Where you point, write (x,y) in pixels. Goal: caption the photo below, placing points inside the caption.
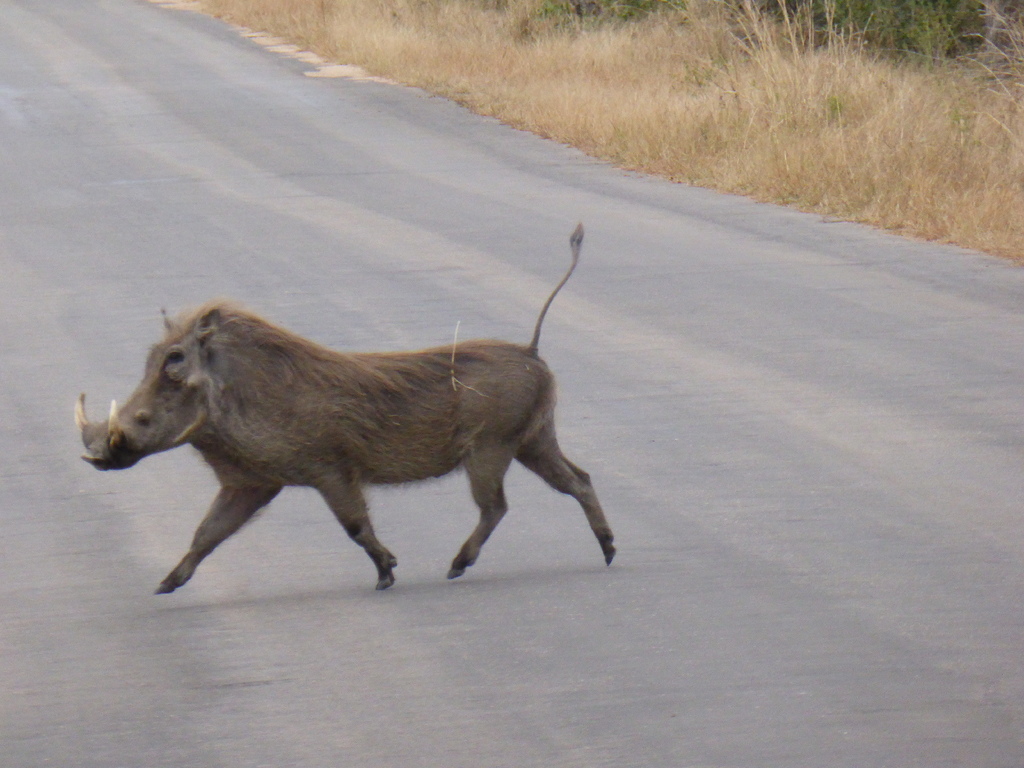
In this picture I can see an animal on the road (782,597), and in the background (666,58) there is grass (675,140).
